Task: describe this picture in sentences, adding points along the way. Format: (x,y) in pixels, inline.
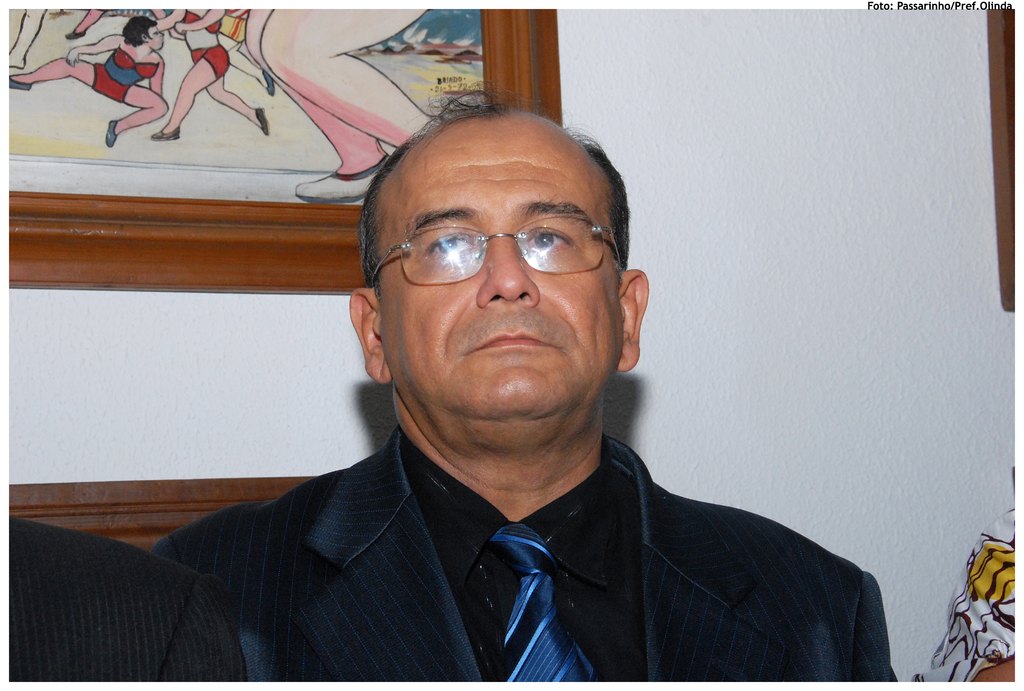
In the image we can see a man (593,547) wearing clothes (730,611), tie (553,656) and spectacles (550,269). This is a frame (299,232), wall (743,229) and beside him there are people (180,635) sitting.
